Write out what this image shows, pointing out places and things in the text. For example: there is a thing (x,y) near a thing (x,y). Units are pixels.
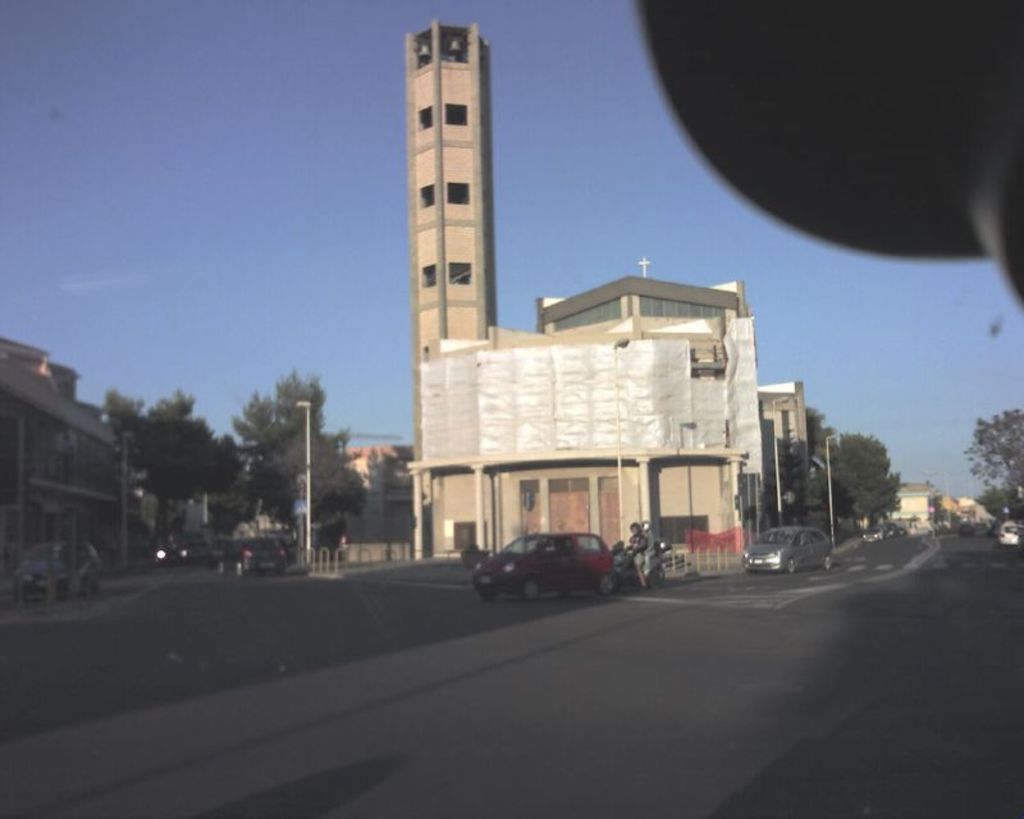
In the picture there is a tall tower (484,319) beside a church (632,295) and many vehicles (275,568) are moving on the road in front of the church (700,508), on the left side (228,478) there are few trees (285,455).
